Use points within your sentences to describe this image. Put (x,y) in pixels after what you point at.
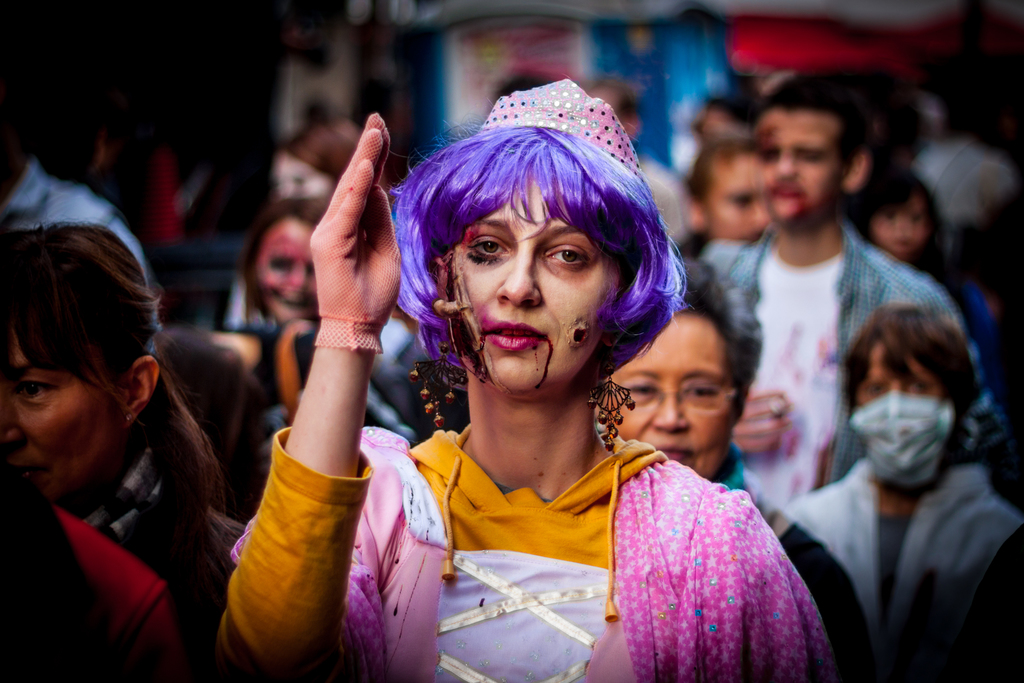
In this image we can see a lady (555,503) wearing cap (500,113) and glove (333,297). In the back (205,349) there are many people (764,367) and it is blurry in the background (966,500).
